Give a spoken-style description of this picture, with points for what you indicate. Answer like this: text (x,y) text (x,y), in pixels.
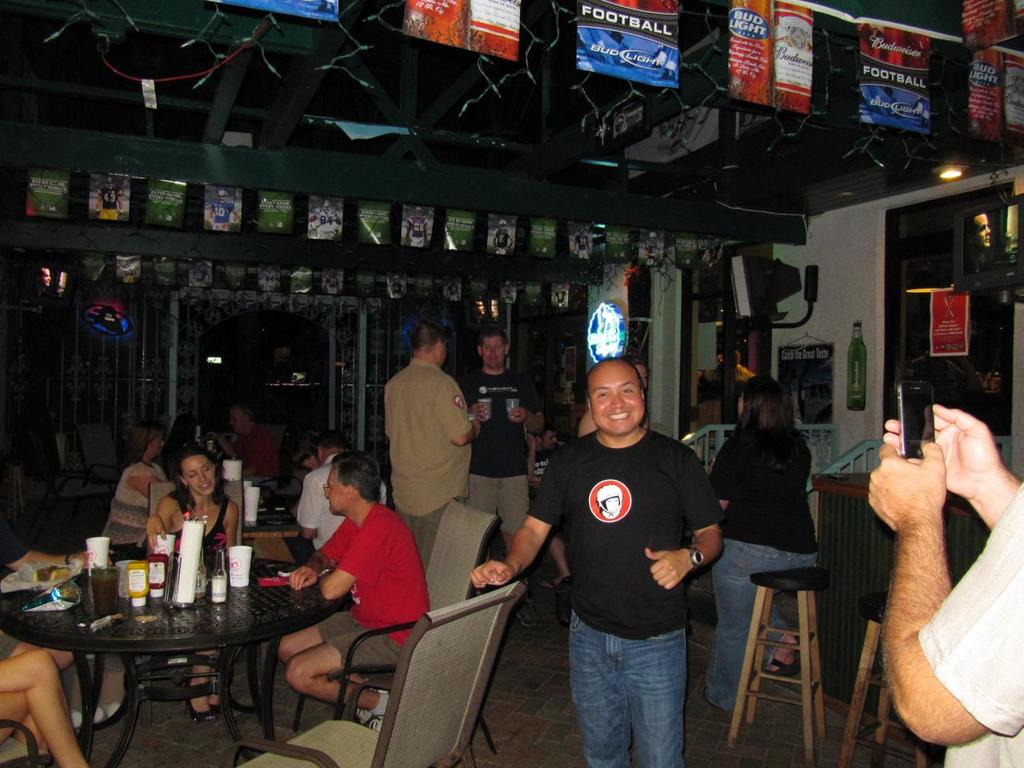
This picture shows some people (203,479) sitting around the table (76,613) on which some glasses (114,605) and eatables (45,581) were placed. There is a Man (612,579) Standing and smiling here. In the right side (892,669) one guy (911,627) is taking a photograph with camera (918,438) in his mobile (921,432) and the background (437,478) there are two members (462,432) Standing and we can observe some papers (471,242) across the wall (262,243) here.
